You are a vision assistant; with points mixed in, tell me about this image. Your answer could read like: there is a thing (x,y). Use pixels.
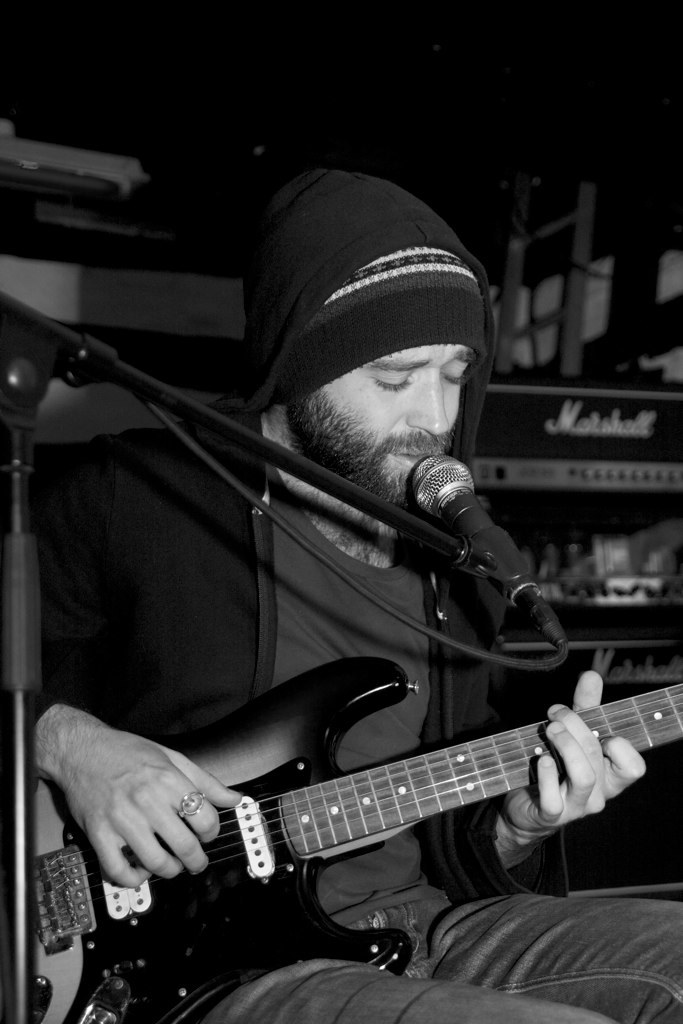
This is a black and white picture. Here is a man (358,653) sitting and playing guitar (282,826). He is singing a song in the mike (448,490). This mic (448,506) is attached to the mike stand (35,666).
